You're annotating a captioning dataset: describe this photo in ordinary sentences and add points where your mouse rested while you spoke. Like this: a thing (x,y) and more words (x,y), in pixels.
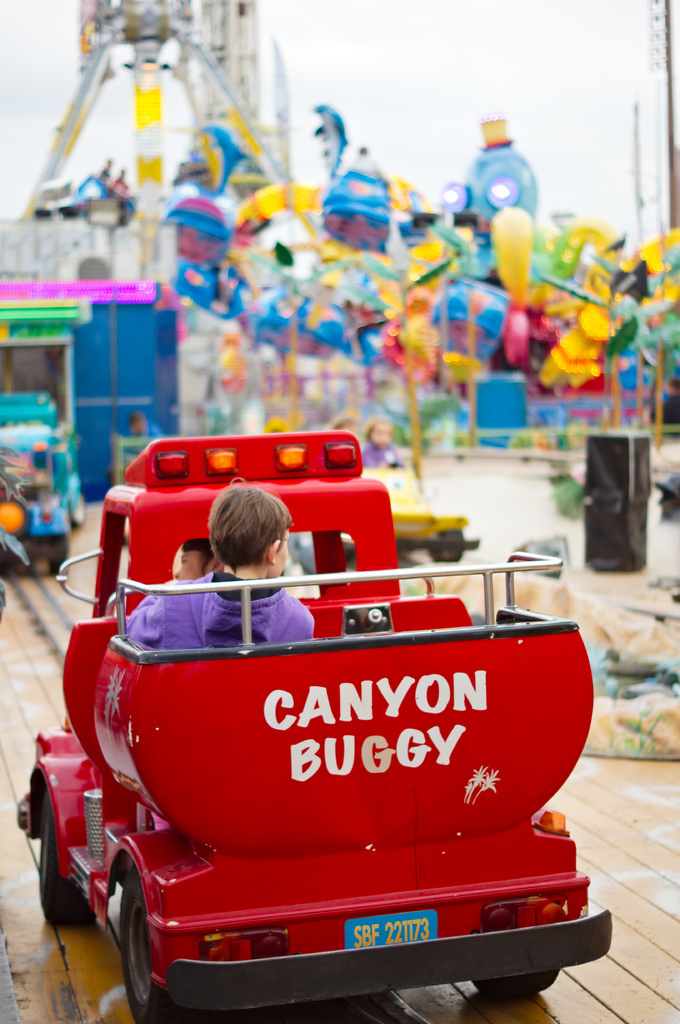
In this image, in the middle (382,662), we can see a toy car (280,882), in the toy car (274,892), we can see two people (171,611) are sitting. In the background (73,527), we can see some toys (587,275) and some playing instruments (461,316). At the top (556,104), we can see a sky (499,67).
